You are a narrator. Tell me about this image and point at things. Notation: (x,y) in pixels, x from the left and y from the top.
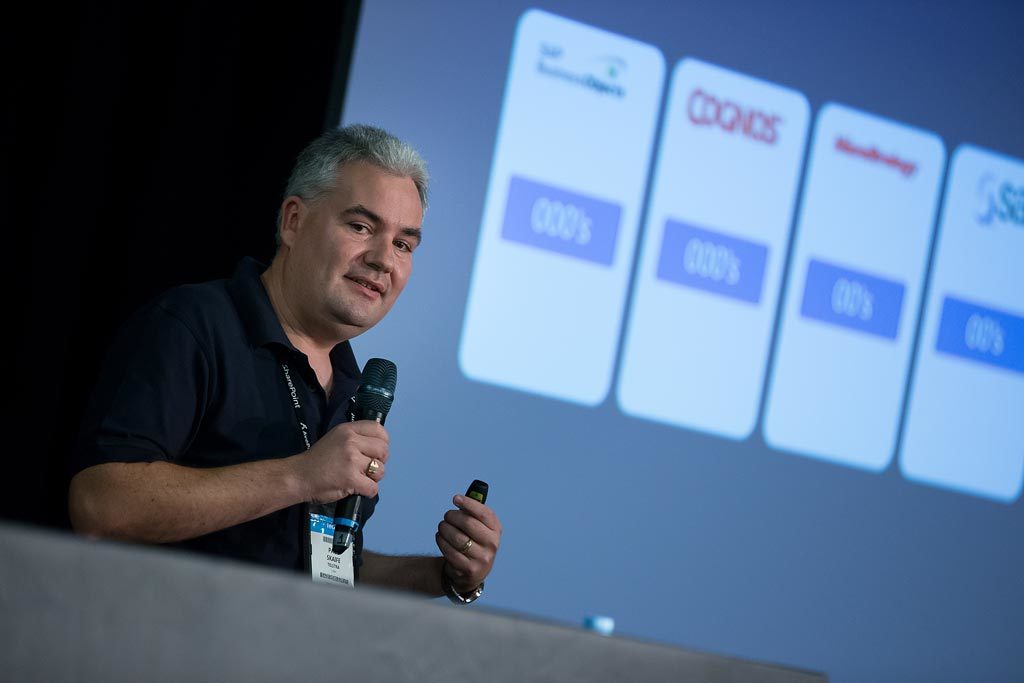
In this image we can see a person (348,419) holding a mic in hand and in the background (502,521), we can see a projector screen (809,60) with text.
